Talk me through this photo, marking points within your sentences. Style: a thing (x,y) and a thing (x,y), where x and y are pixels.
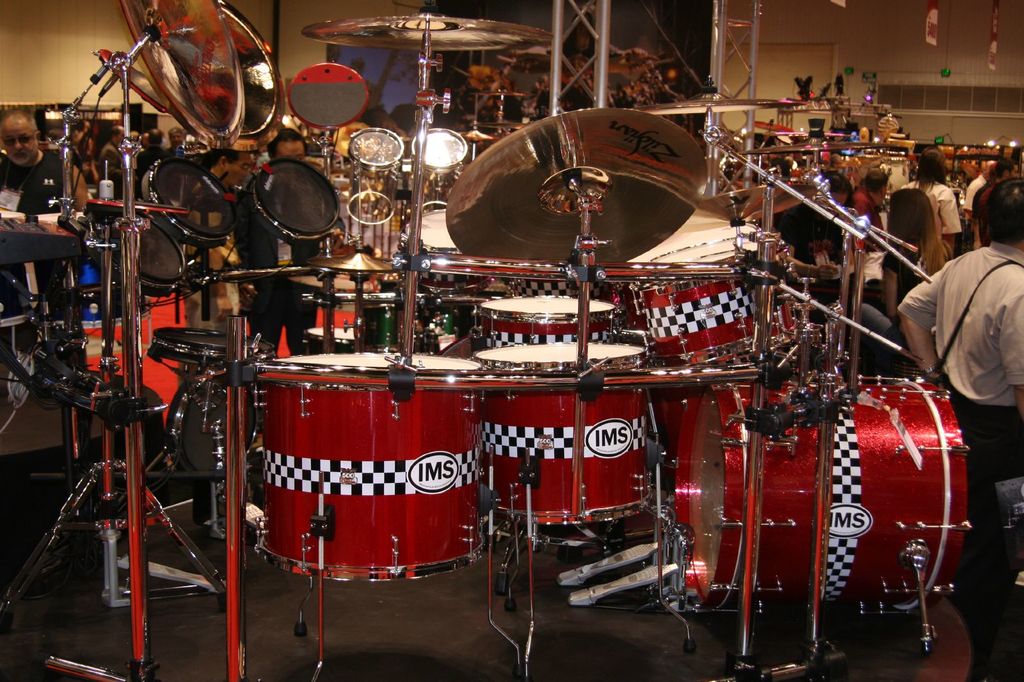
It is a zoomed in picture of musical instruments (438,296) on the black color surface (551,625). In the background (994,192), we can see the few people (918,188). We can also see the wall (851,31), door (810,63) and some papers (998,27) hanged from the ceiling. We can also see the lights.
